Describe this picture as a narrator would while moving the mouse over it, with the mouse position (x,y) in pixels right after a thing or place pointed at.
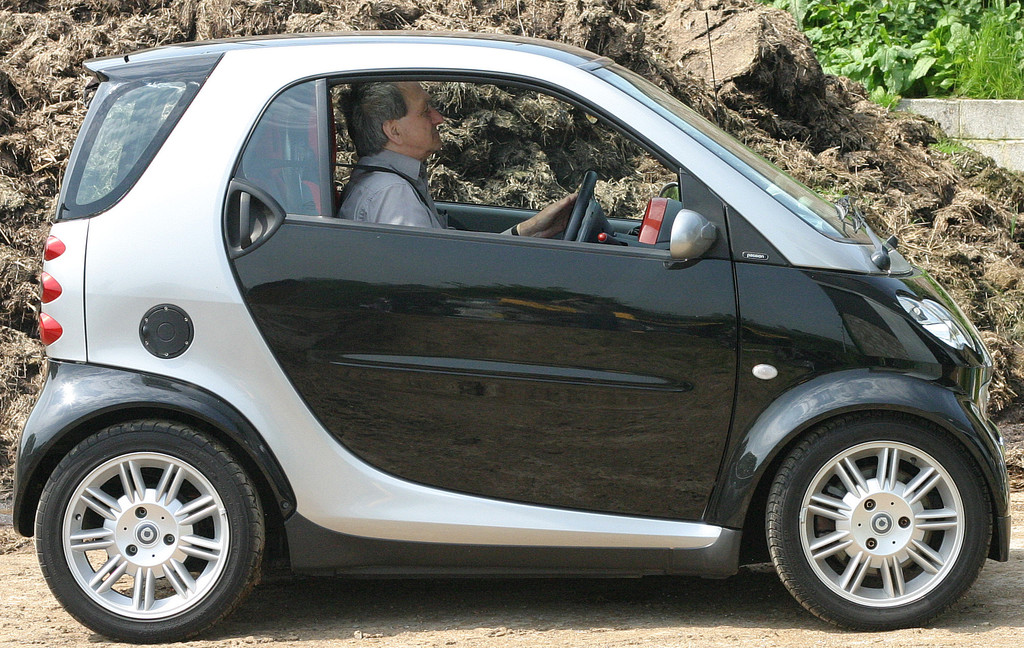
In this image I can see a small car (514,377) which is black and silver in color. This is a door handle (269,226). I can see a side mirror (686,251), glass wiper (882,250), headlight (946,323), wheels (882,494), car door (339,358) and tail lights (44,317). There is a man (417,173) sitting inside the car (451,207) holding a steering wheel (580,217). At the background of the image (891,78) I can see a green trees (961,64) and this looks like mud dump (782,121) which is kept aside. This looks like a stone brick (995,138) at the right corner of the image (1007,154).
